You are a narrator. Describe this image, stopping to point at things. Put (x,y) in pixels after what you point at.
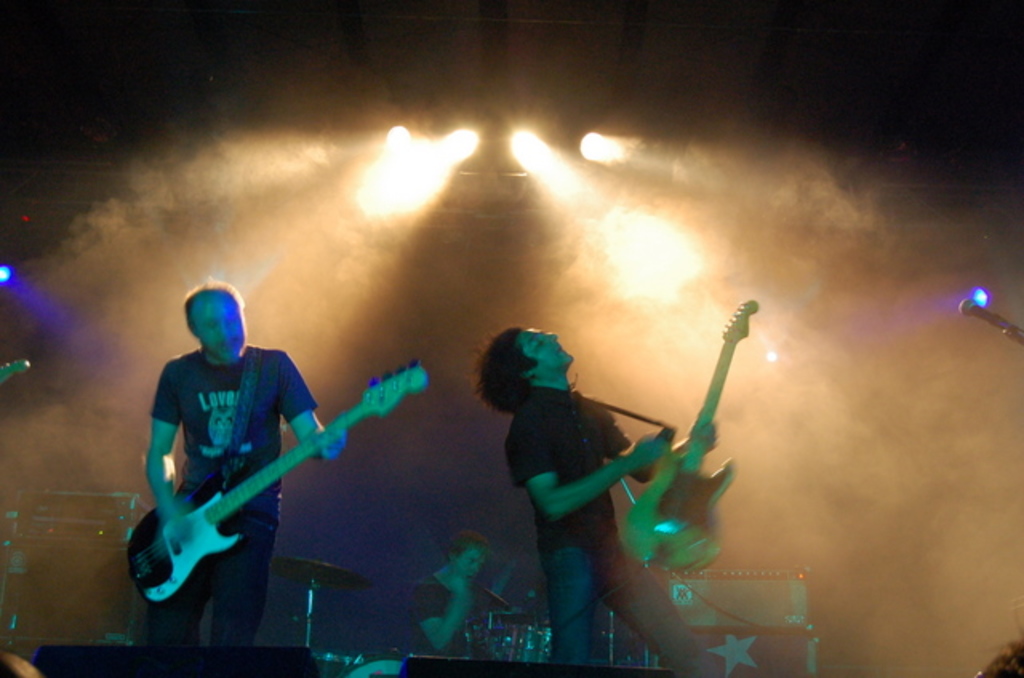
In the image there are two men (495,373) standing and holding the guitars (214,517) in their hands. Behind them there is a man (462,593) sitting and there are musical instruments (294,571) and also there are boxes (105,530). In the background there are lights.
